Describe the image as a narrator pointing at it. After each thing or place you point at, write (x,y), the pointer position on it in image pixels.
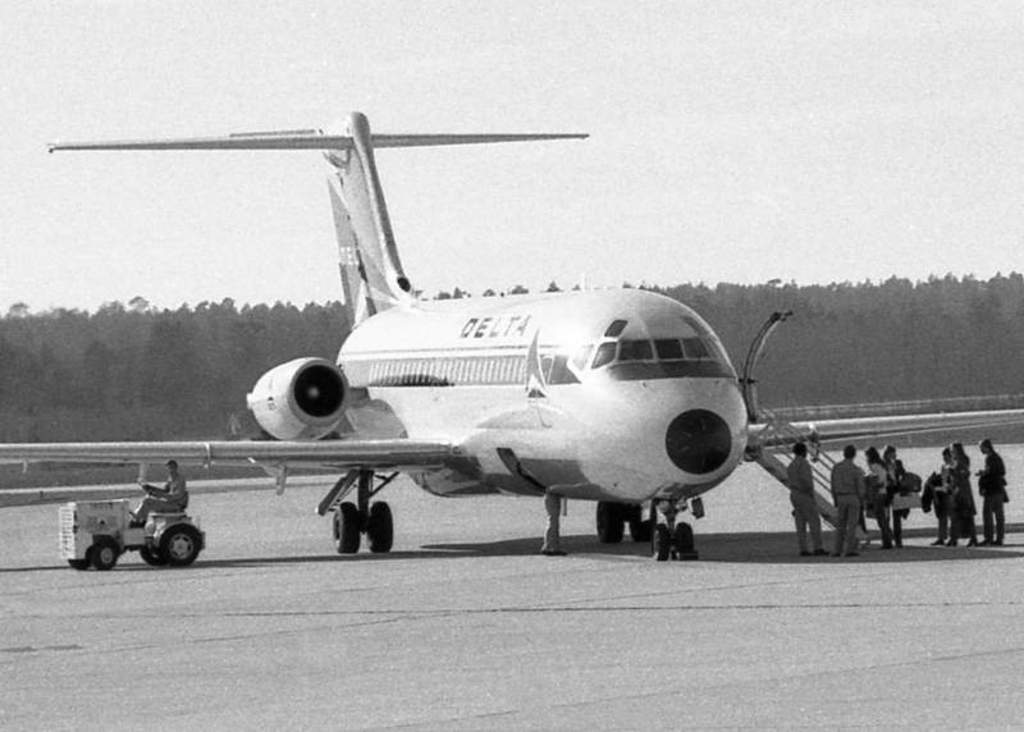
In this image we can see an airplane (486,380) and few people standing near the airplane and a person (148,499) driving a vehicle (174,517) and there are few trees (193,317) and the sky (531,144) in the background (866,323).
